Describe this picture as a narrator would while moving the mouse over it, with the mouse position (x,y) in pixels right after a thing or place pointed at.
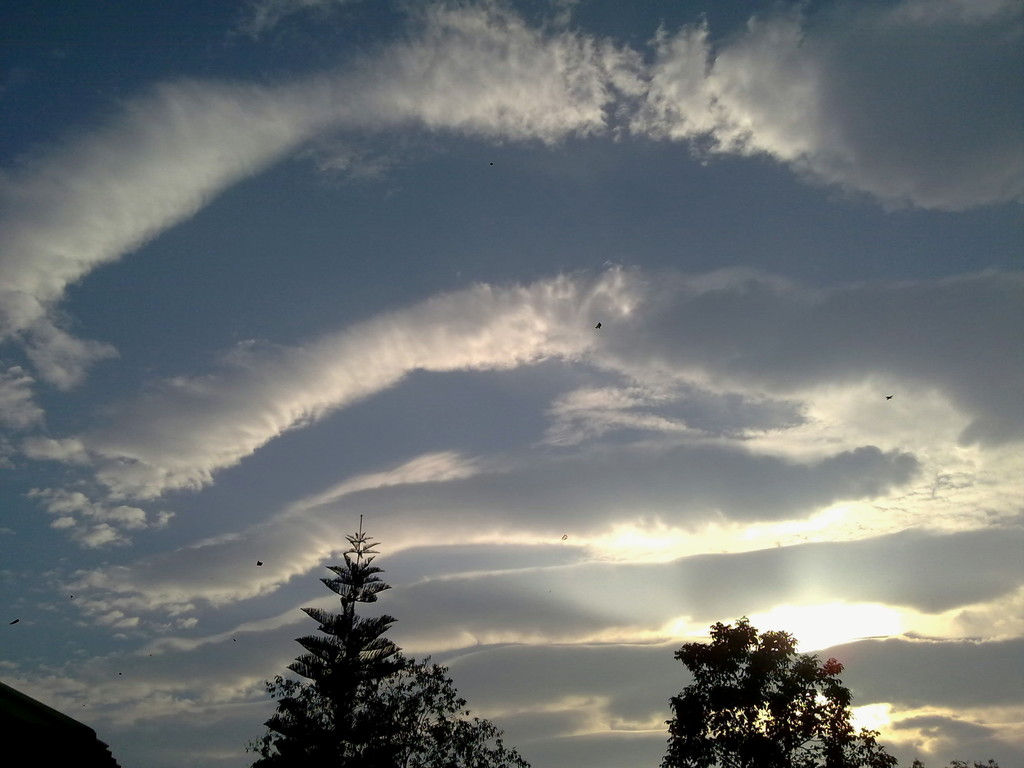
In this image we can see trees (272,761). In the background of the image (488,470) there is the sky (652,155). On the left side of the image (19,718) there is an object (25,751).
